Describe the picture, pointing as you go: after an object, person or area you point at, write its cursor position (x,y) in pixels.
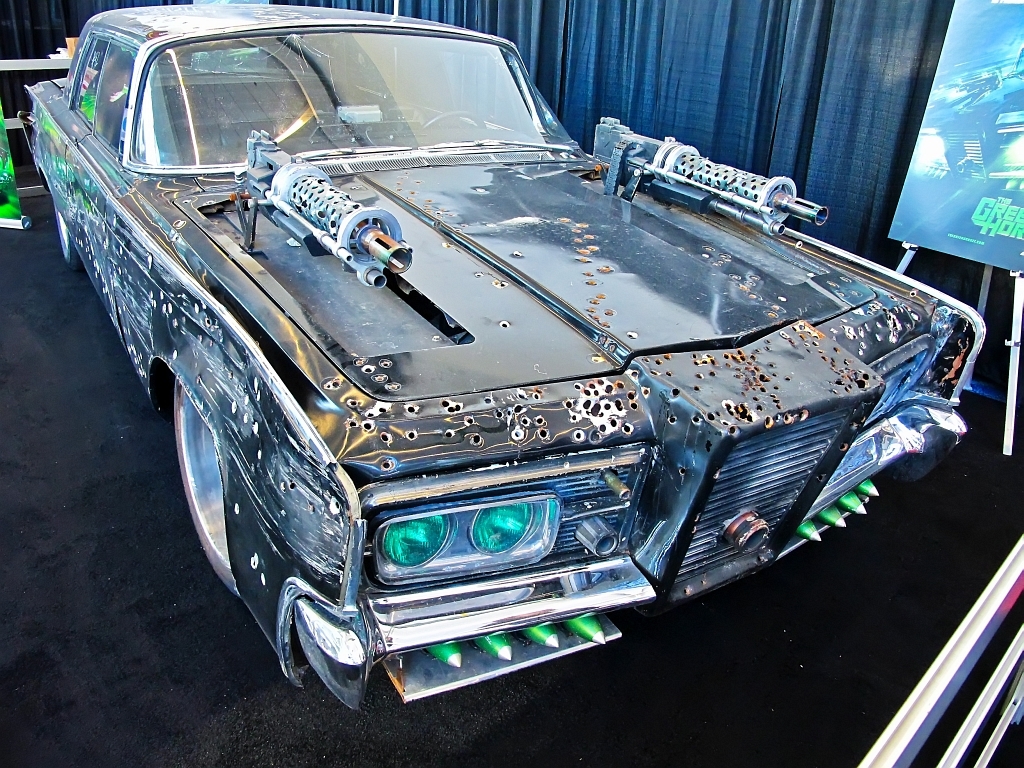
In this picture there is a damaged car (788,284) in the center of the image (623,338) and there is a poster (984,1) on the right side of the image (967,9).
